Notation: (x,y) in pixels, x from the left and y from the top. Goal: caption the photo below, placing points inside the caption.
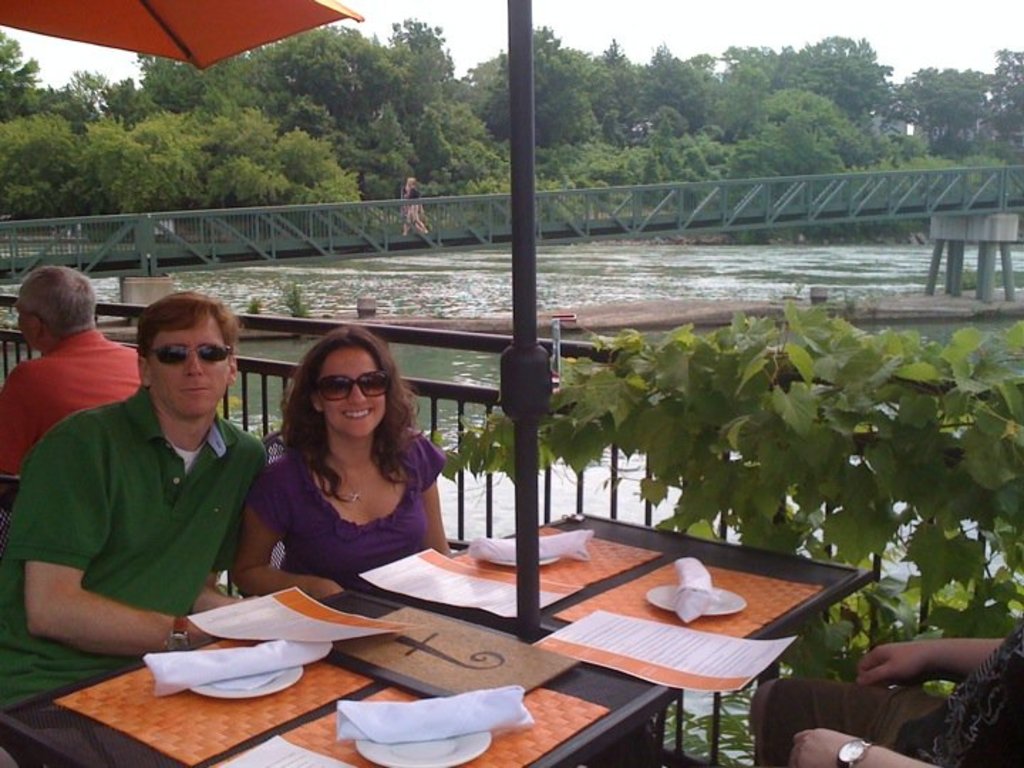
As we can see in the image there are trees (239,99), sky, bridge (360,234), water (506,260) and few people (368,396) sitting on chairs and there is a table (475,671). On table (654,698) there are papers (665,663) and plates (277,683).
